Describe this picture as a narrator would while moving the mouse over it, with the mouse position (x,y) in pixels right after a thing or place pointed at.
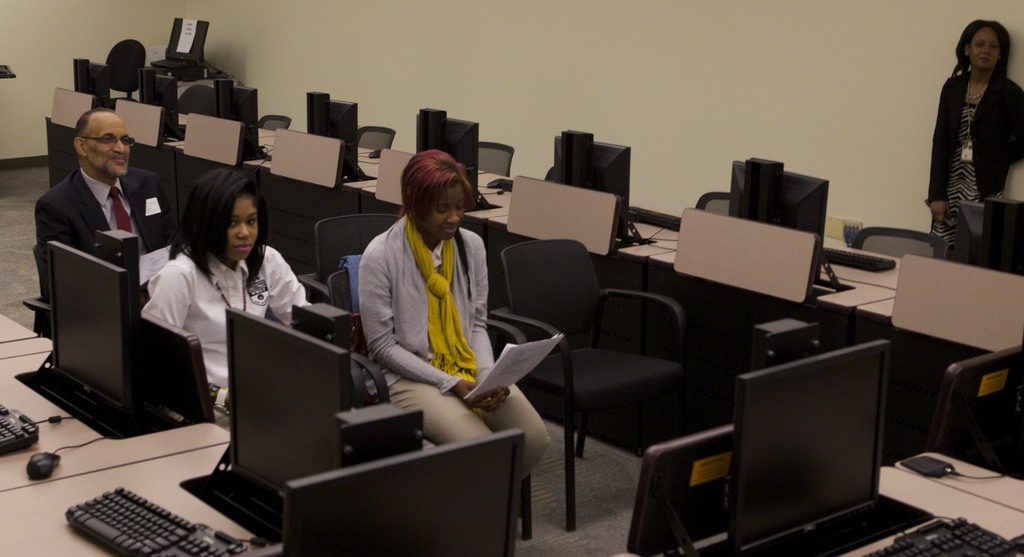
This image is clicked inside a room (789,347). There are so many tables (533,237) and monitors (560,159) keyboards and mouses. There are so many chairs (552,367). 3 of them (474,341) are sitting and one is standing. Woman (420,258) sorry, 2 women (365,272) are sitting and one man (64,186) is sitting. One woman (434,367) is holding paper (516,363) in her hand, other woman (181,277) is watching something. And the man (146,229) is smiling.
